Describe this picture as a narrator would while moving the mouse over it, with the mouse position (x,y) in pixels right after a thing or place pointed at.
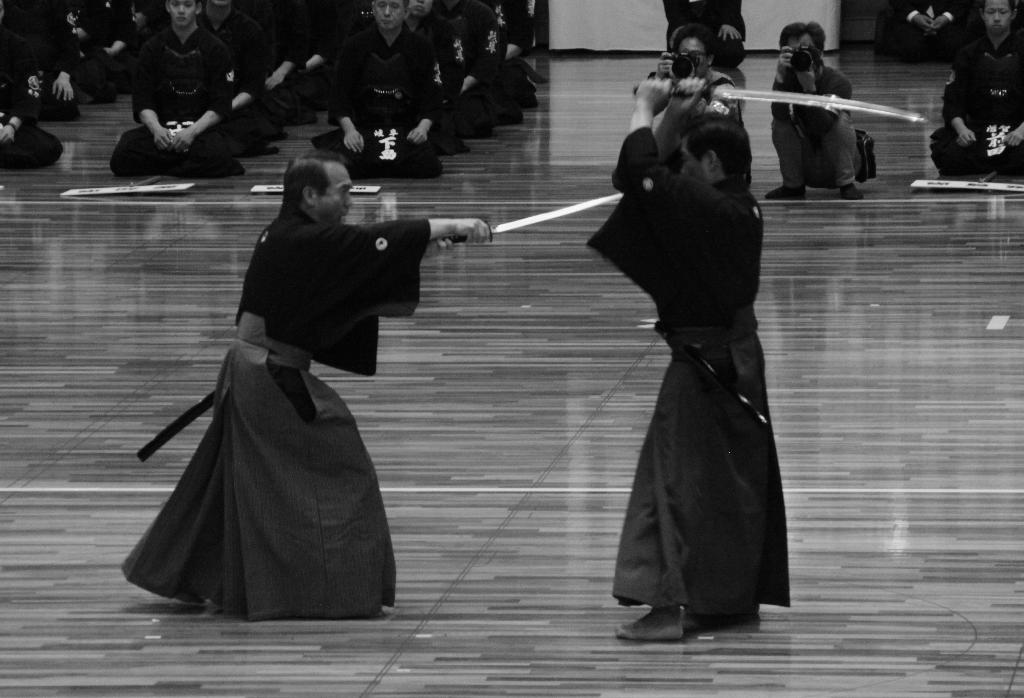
In the image I can see two people (286,406) holding the swords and also I can see some people (333,28) who are sitting on the floor (101,538).
